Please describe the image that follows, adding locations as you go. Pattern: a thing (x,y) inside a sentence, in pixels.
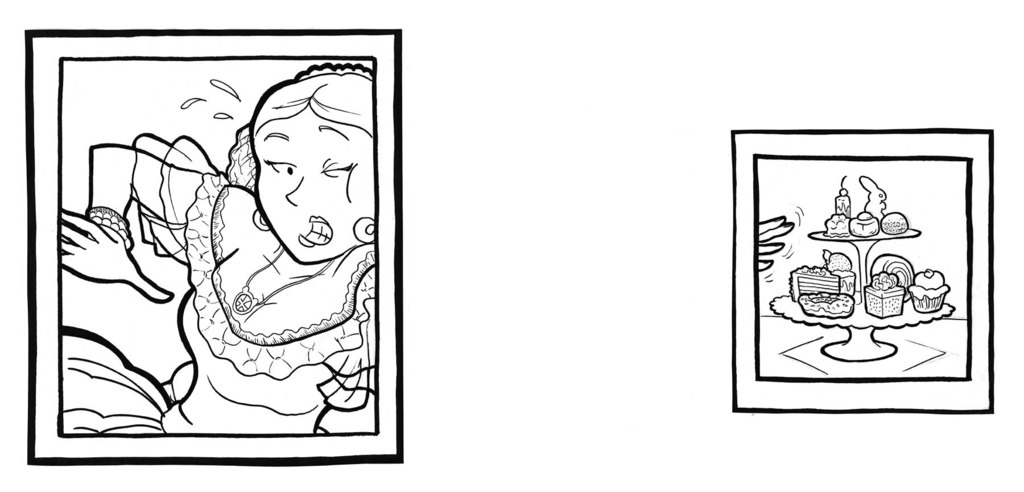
In the picture I can see an image of a woman (253,233) in the left corner (224,275) and there are few eatables (886,281) placed on an object (863,244) in the right corner (897,282).
